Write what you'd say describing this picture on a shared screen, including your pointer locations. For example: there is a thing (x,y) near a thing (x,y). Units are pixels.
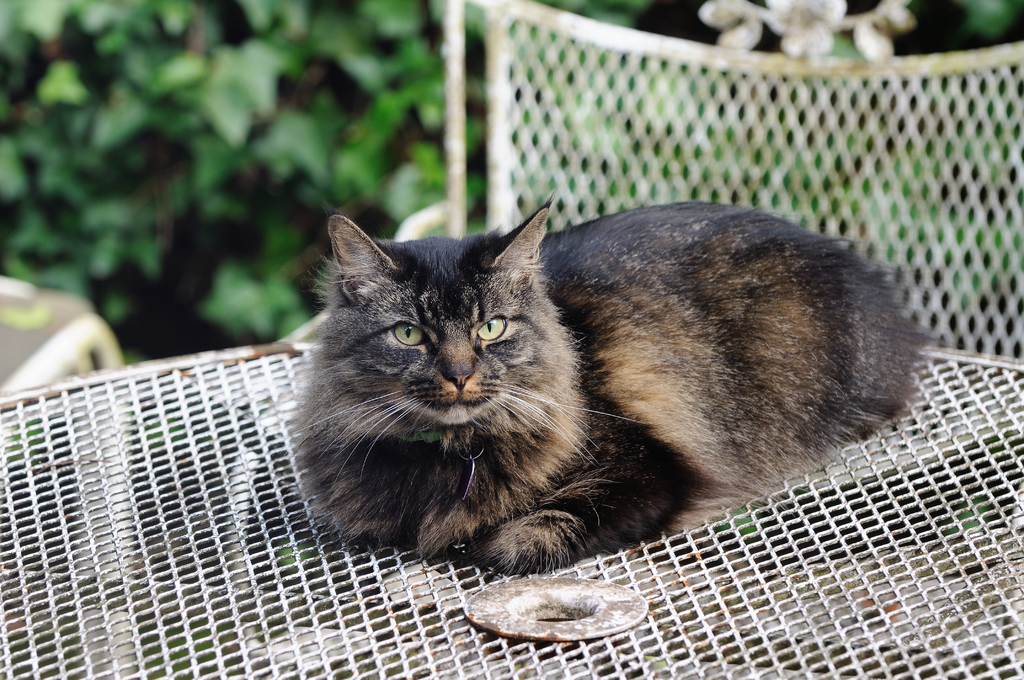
In this image I can see a cat (530,423) sitting on the mesh (548,610). In the background (333,146), I can see the trees (245,146).
